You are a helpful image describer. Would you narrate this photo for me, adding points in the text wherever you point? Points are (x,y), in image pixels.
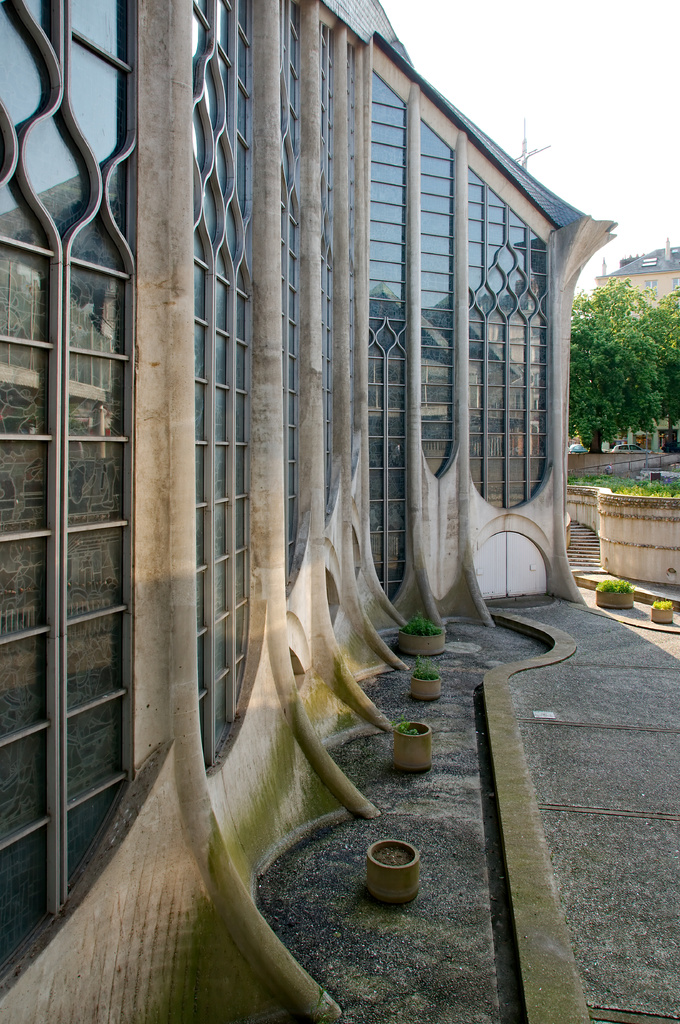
This is the picture of a building (255,651) to which there are some windows (324,419), grills (431,291) and to the side there is a tree (668,356) and some plants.
